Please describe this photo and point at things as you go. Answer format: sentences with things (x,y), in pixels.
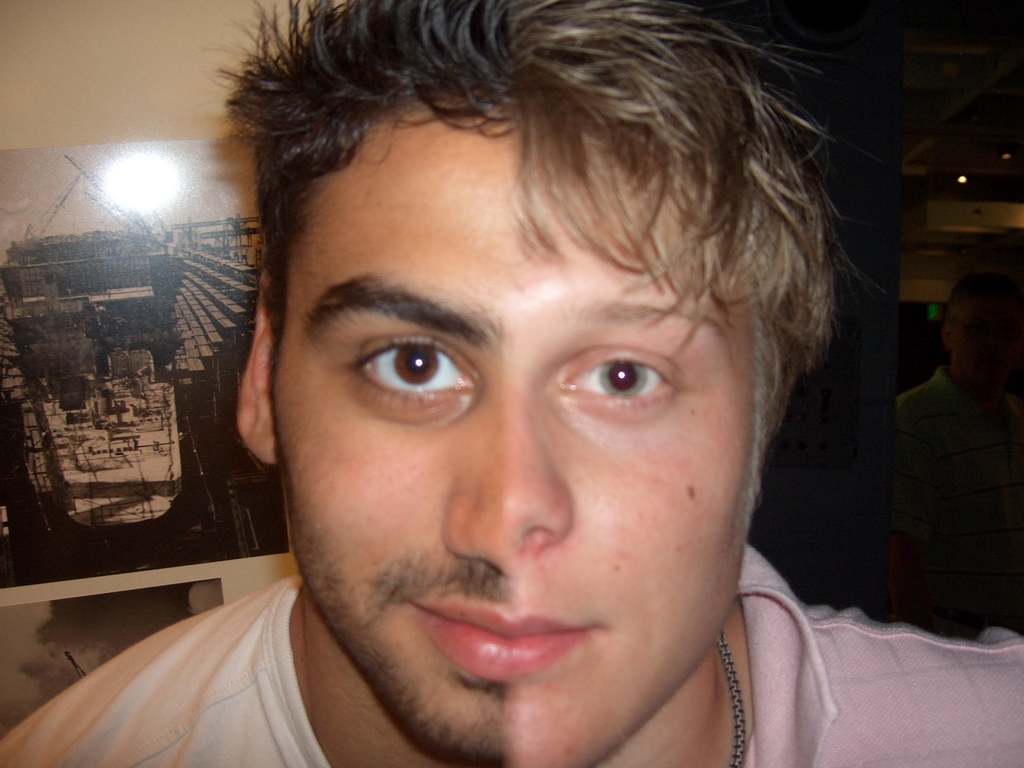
This is an edited image. Here I can see two persons faces (429,536) edited as one face (504,362). On the right side (950,508) there is dark. On the left side (82,377) there is a photo frame (41,272) attached to the wall (126,73).
